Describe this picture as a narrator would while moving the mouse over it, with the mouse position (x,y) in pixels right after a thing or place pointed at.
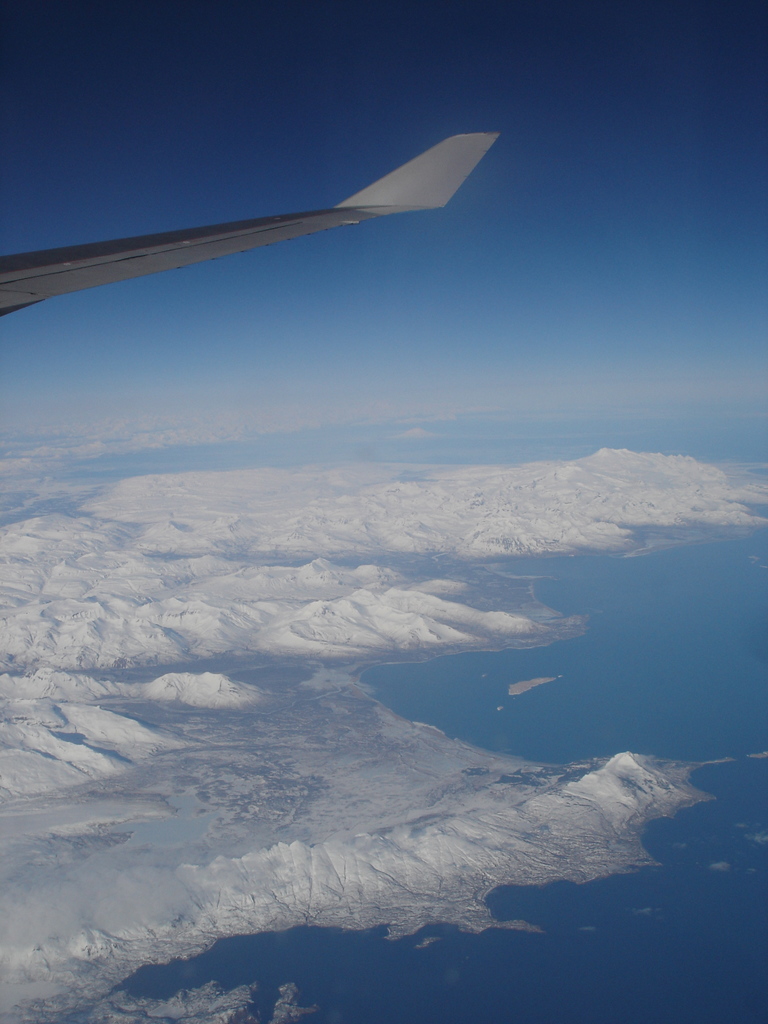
In the image we can see the wing (78,247) of the flying jet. Here we can see snow (169,655), water (567,674) and the sky (635,187).
